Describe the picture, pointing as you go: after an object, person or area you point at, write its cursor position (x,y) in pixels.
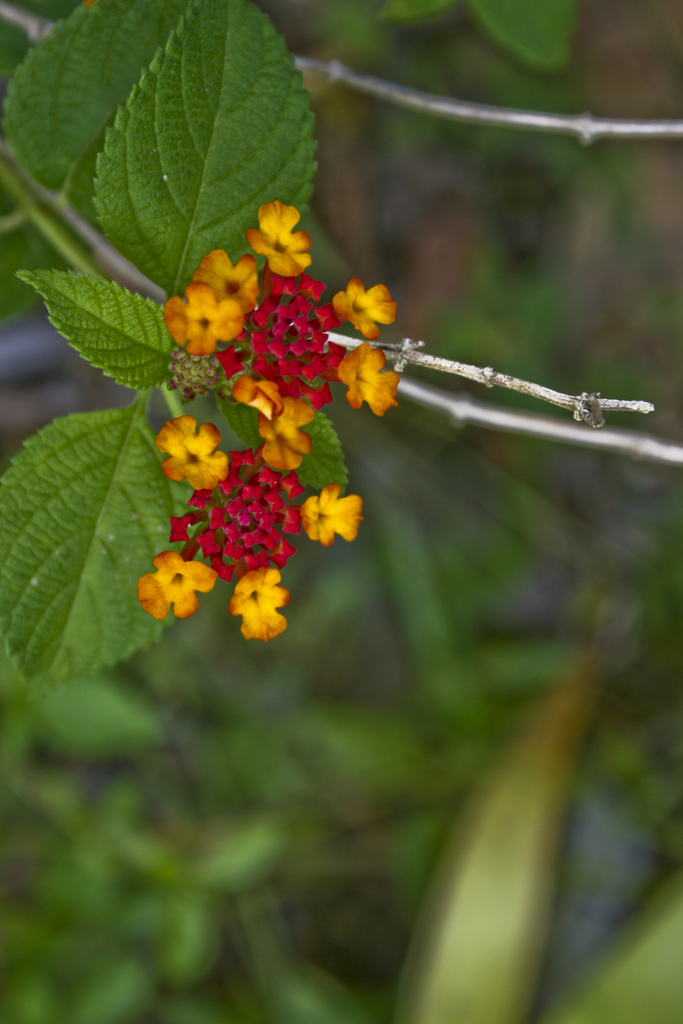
In this image I can see few flowers (278,520) which are red, yellow and orange in color to a plant (178,483) which is green in color. I can see the blurry background (254,850) in which I can see few plants (413,756).
